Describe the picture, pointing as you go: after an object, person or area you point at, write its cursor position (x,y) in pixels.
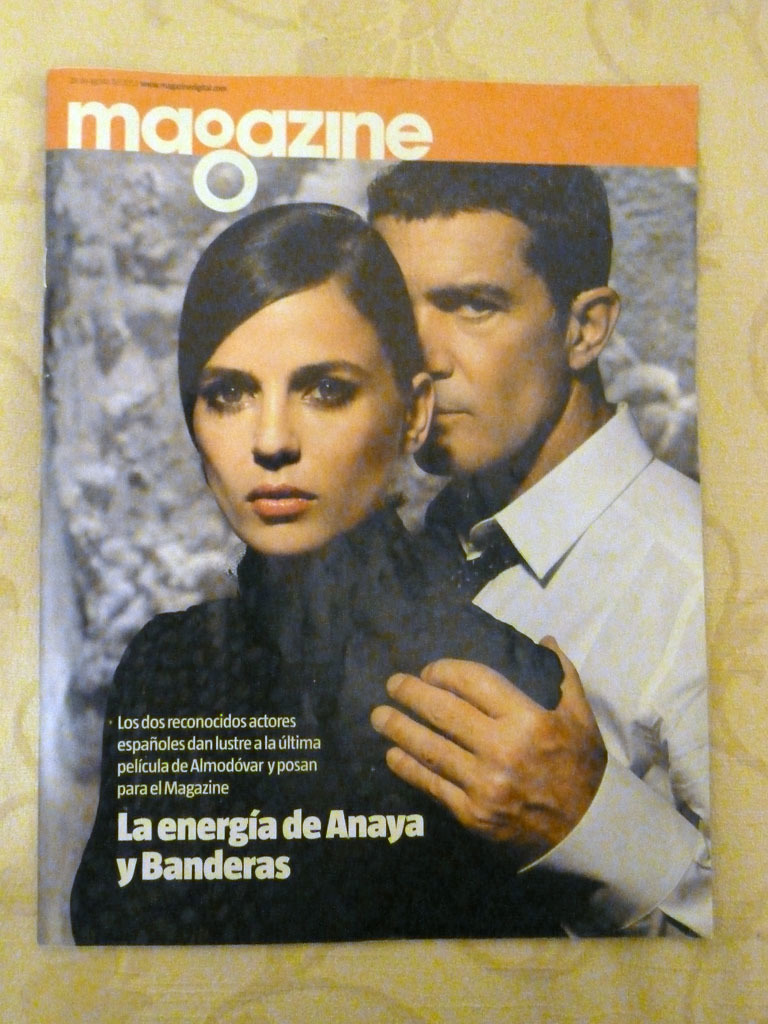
In this image I can see the cover page (329,513) of the magazine (290,361). On the page (204,389) I can see two people (346,579) with white and black color dresses (291,684) and the text (185,832) written on it. It is on the yellow color surface (470,978).
